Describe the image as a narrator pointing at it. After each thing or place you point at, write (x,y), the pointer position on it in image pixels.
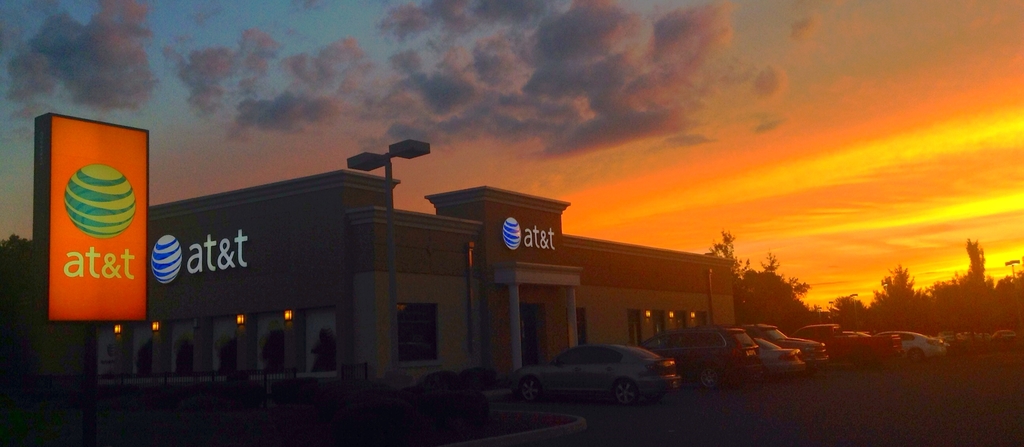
In the picture I can see a building (318,234), light poles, vehicles (553,377) and trees (737,316) on the right side of the image (914,295). On the left side of the image (67,292) I can see a board (133,284) which has a logo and something written on it. In the background (743,245) I can see the dark sky (376,95) with clouds (942,157).
